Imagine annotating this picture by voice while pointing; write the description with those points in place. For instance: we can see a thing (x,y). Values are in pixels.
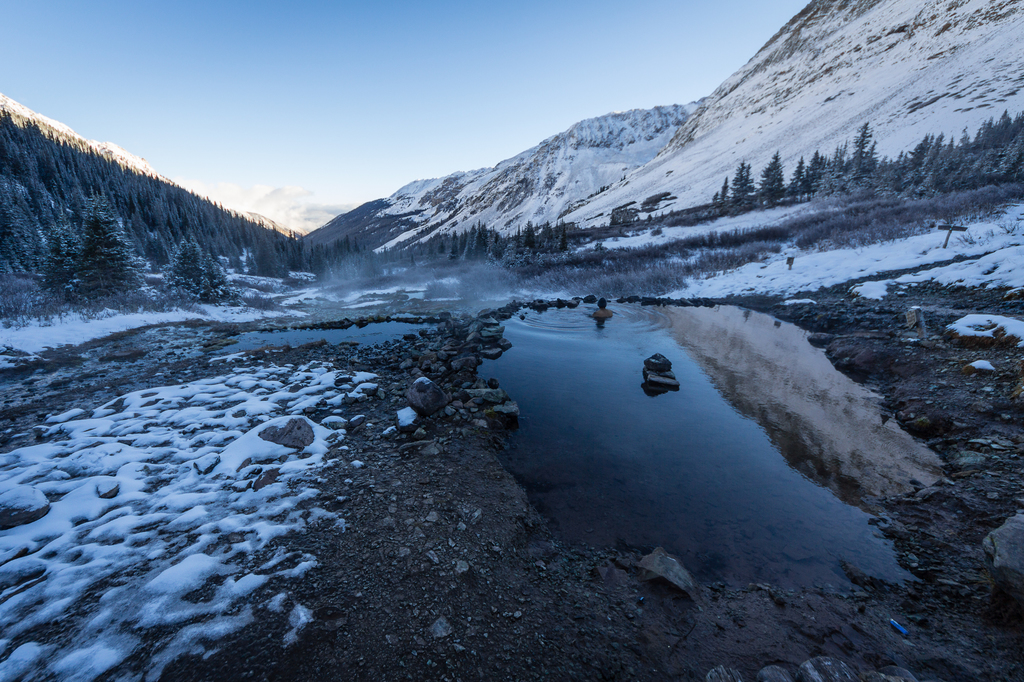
In this image, we can see a pond (352,341). There are some trees (494,260) and mountains (561,167) in the middle of the image (680,240). There is a sky (376,19) at the top of the image (439,18).
